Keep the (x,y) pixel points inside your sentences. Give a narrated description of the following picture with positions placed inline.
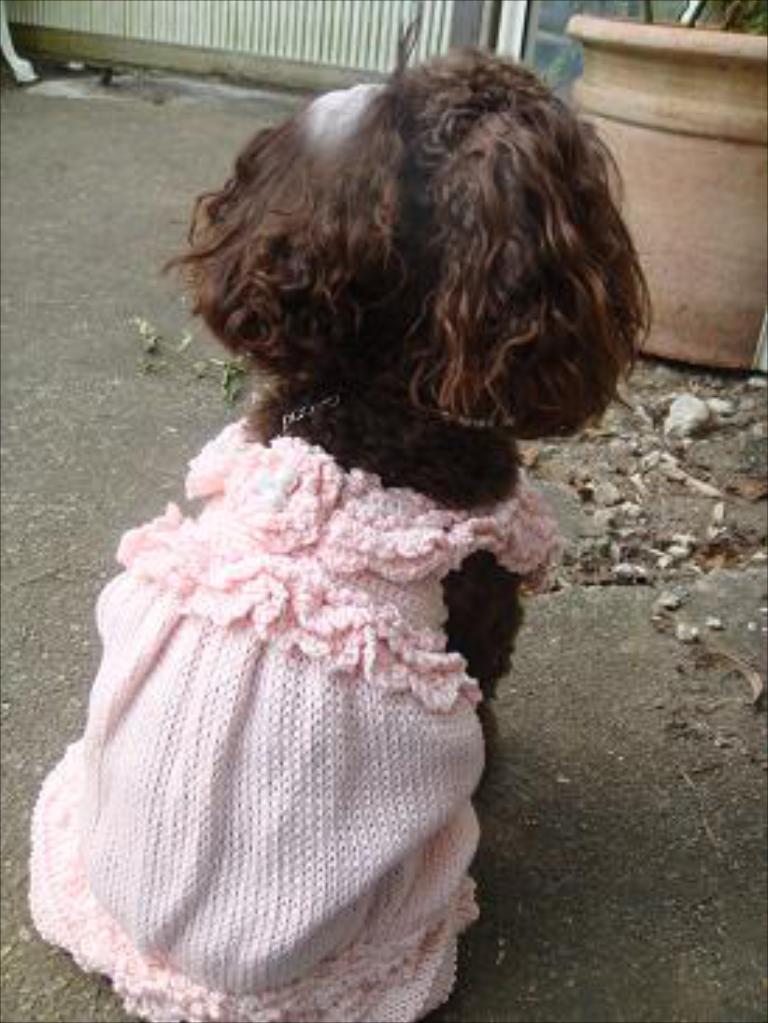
In this picture, we see a dog (356,448) which is wearing a pink dress (367,693). This dog (460,246) is in brown color. In the right top of the picture (679,108), we see a flower pot (668,203). In the background (331,55), we see a white wall (307,41) or a railing (349,22). At the bottom (582,789), we see the road (609,817).
